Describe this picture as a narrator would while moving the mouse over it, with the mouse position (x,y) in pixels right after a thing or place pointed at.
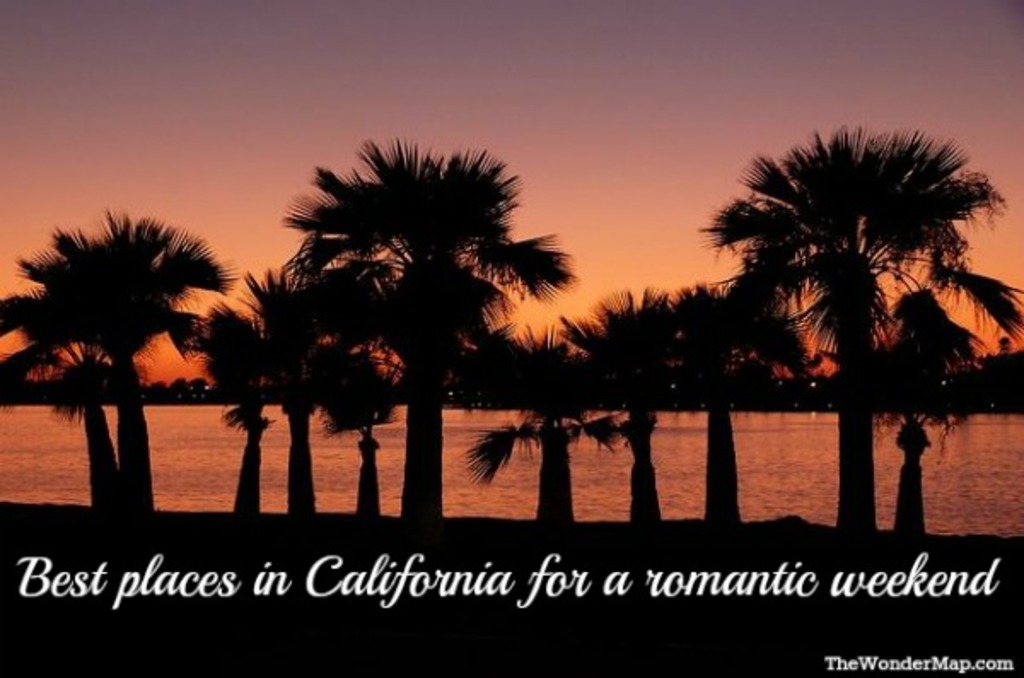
In this image there are many trees (85,384) in the foreground (340,196) and background (638,140) is the sky (592,198).
